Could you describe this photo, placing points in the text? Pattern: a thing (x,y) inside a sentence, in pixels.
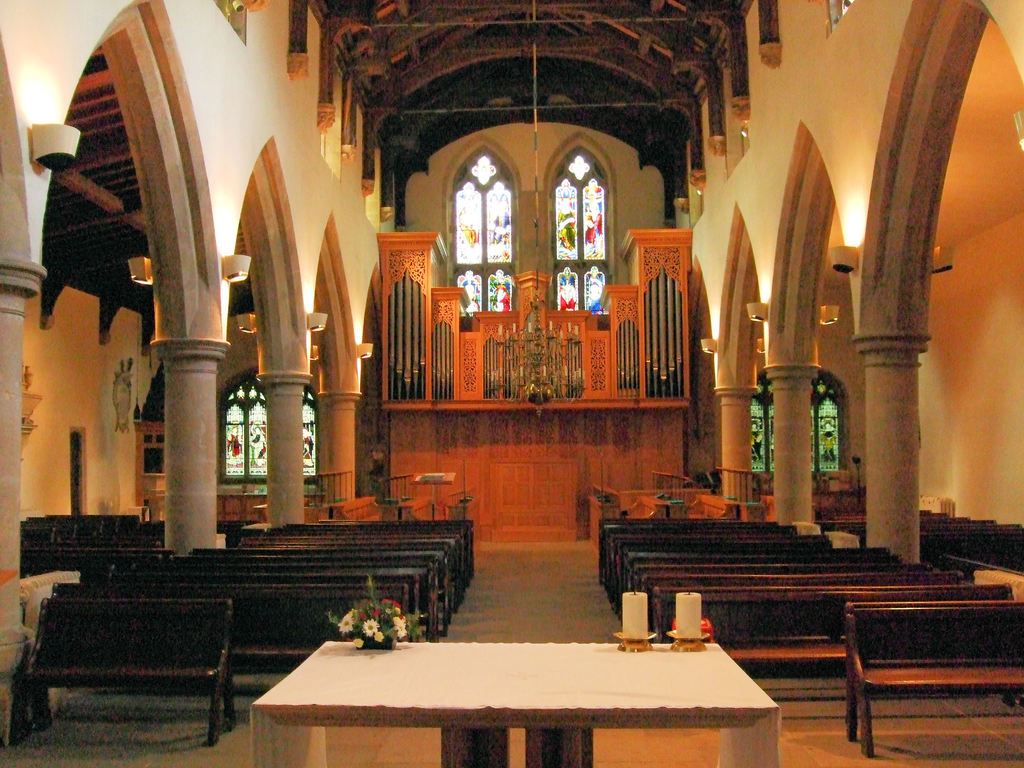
In the picture we can see inside view of the church (391,760) with two rows of benches (131,635) and a table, and on the table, we can see two candles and a plant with flowers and in the background (569,484) we can see the wall (593,460) with an architecture (561,376) to it.
